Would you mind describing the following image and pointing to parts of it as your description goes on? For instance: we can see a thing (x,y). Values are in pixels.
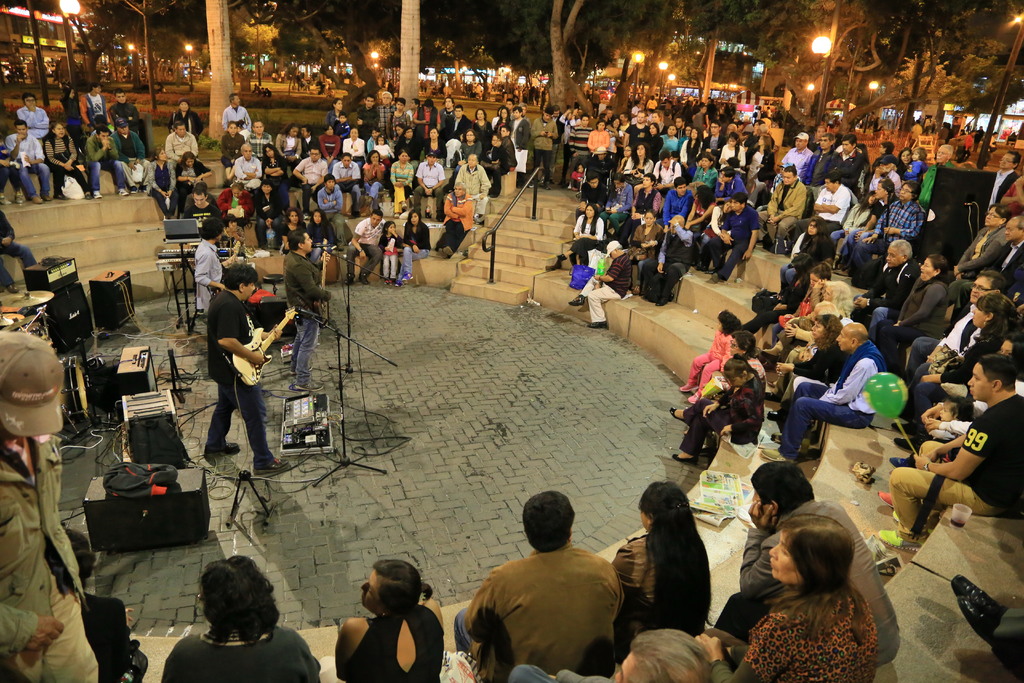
In this picture there are three person (294,305) were playing guitar (240,370), standing near the mic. On the right (863,236) we can see many peoples (585,201) were sitting on the stairs (736,291). In the background (416,100) we can see another person (677,100) standing near to the street lights (666,64). On the right (721,70) background (998,126) we can see the buildings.
